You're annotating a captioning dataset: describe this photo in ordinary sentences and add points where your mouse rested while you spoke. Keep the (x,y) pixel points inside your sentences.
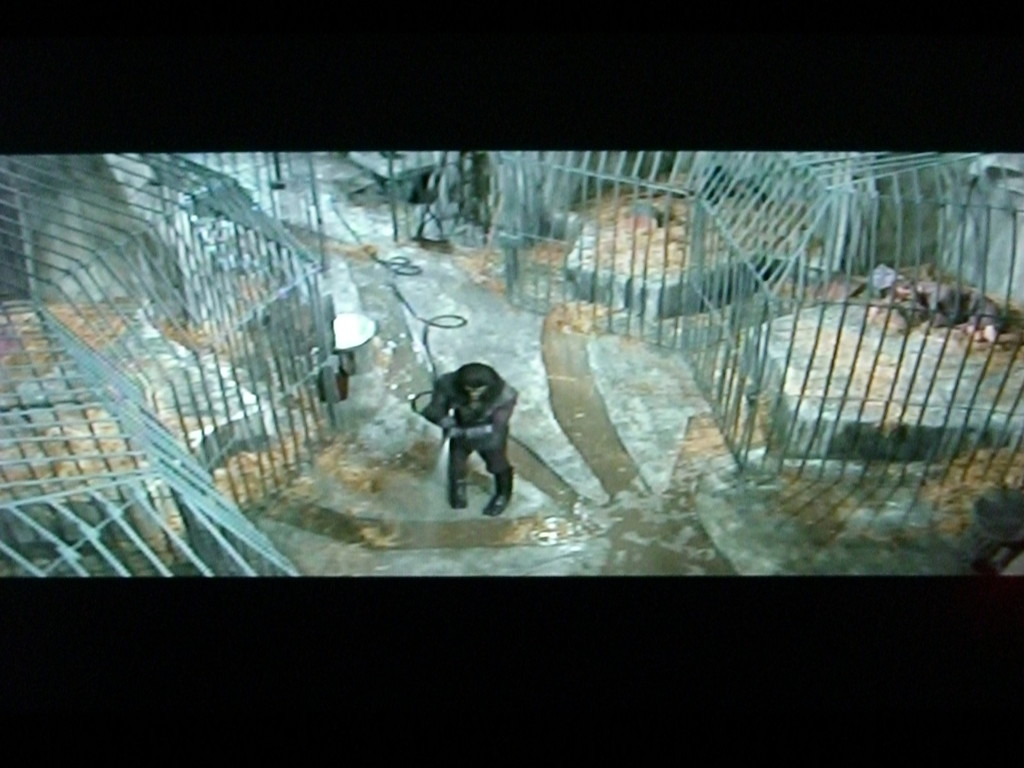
This image consists of a man (480,384) standing. To the right (1018,317), there are animals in the cage (805,354). At the bottom (545,572), there is a floor (472,512).
